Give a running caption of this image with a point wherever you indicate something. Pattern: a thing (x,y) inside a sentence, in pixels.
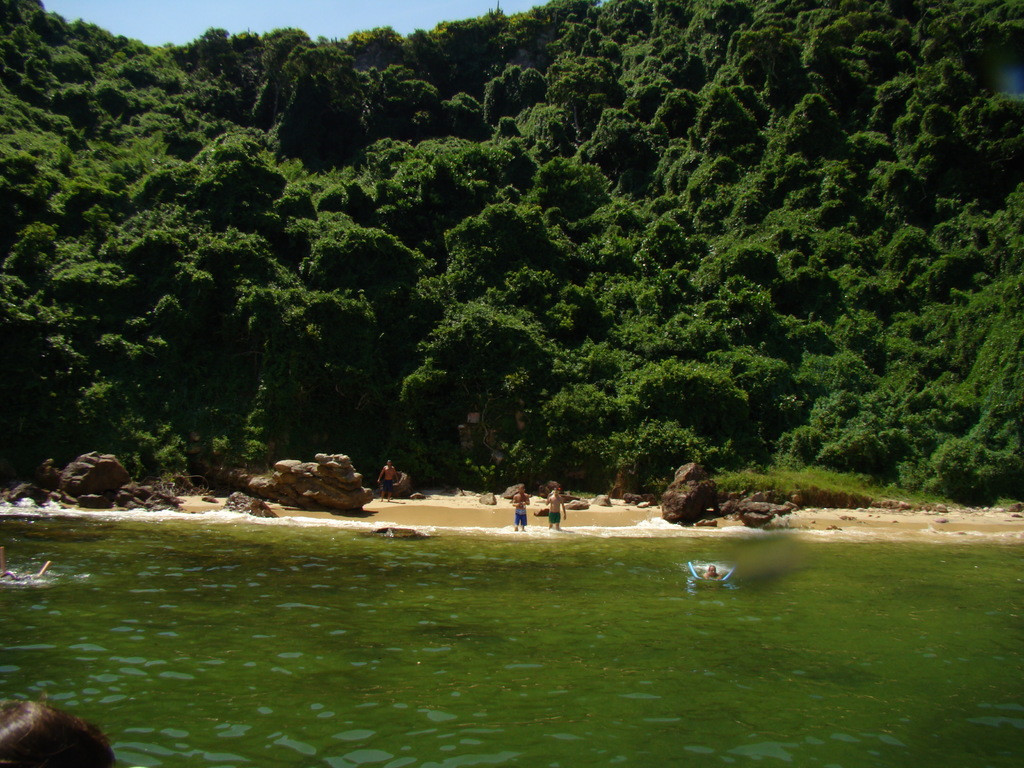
In the image there is a sea (263,530) and two people (10,580) were swimming in the water (446,583) and some other people (386,469) were standing at the sea shore (418,511), around them there are many rocks (89,457) and in the background (287,274) there are plenty of trees (581,290).
